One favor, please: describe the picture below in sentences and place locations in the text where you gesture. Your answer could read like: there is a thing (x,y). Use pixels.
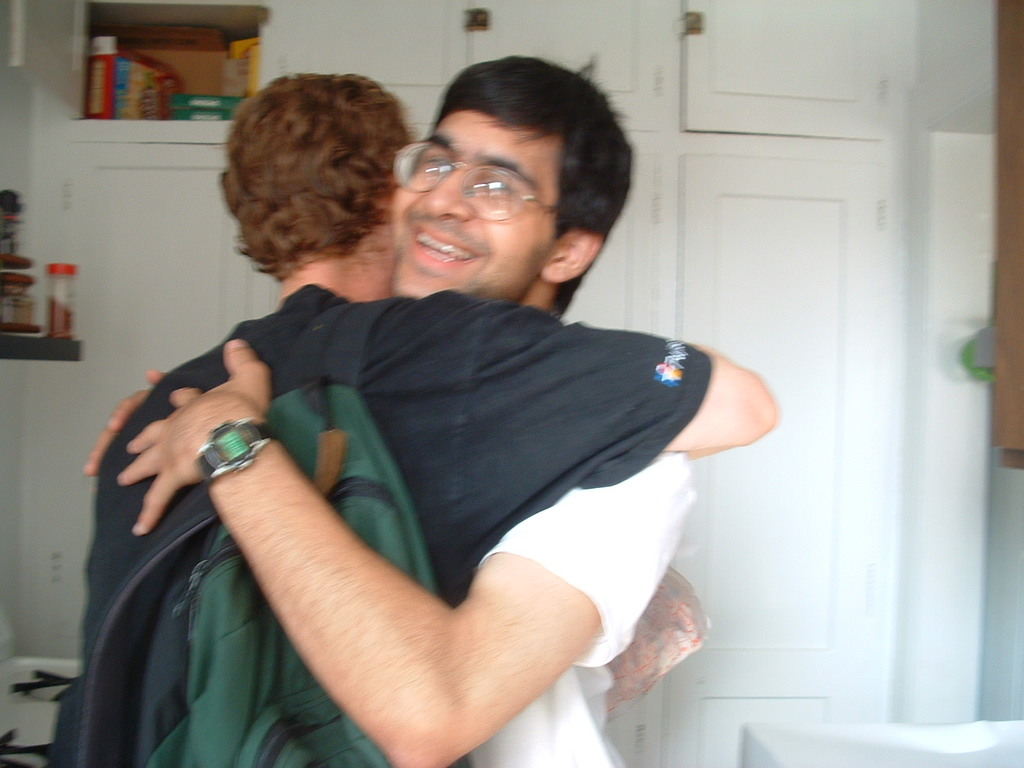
In the center of the image (496,343), we can see people (516,452) hugging each other and one of them is wearing a bag (364,515) and holding an object (650,638). In the background (502,27), there is a cupboard (424,28) and we can see some objects (127,105) and there are some other jars (15,252) on the stand (29,352) and we can see some objects (954,740).
